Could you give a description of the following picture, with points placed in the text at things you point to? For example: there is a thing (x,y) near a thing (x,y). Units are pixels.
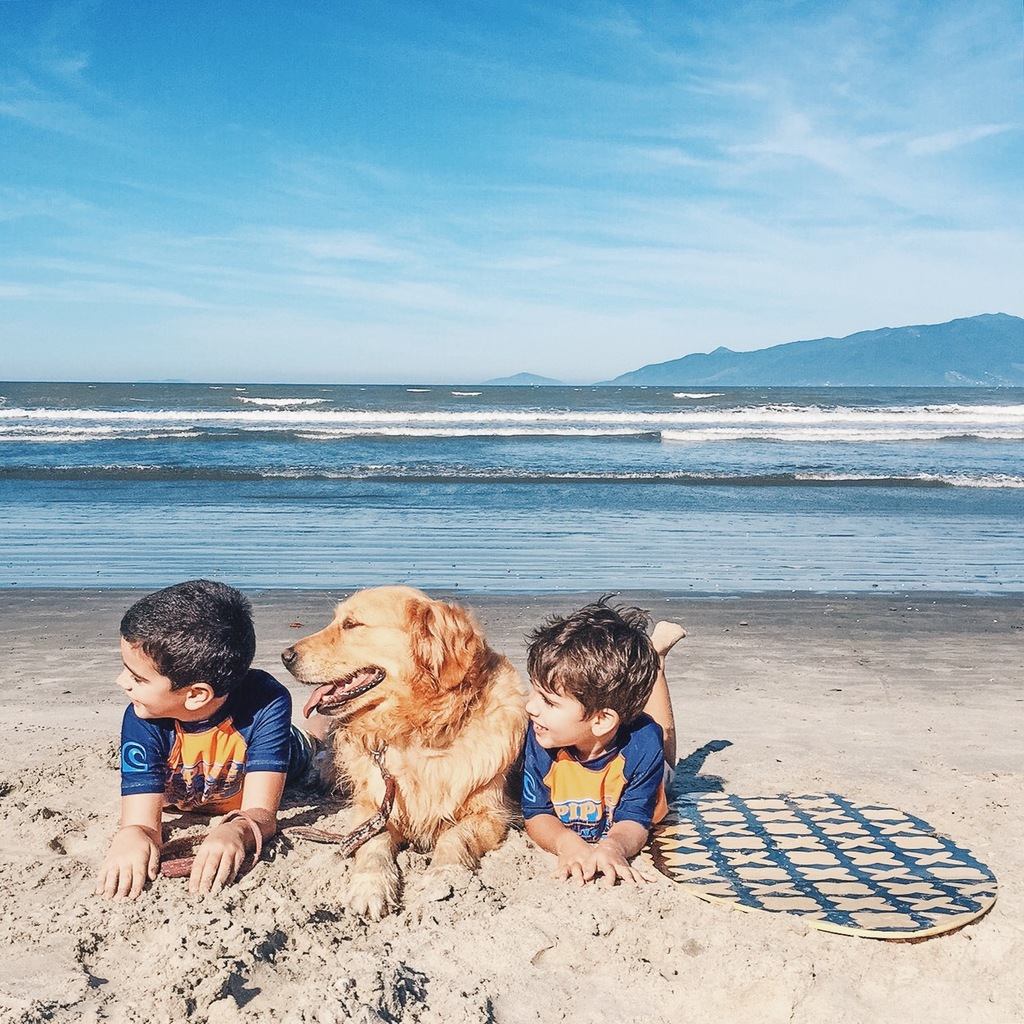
In the picture we can see two boys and a dog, two boys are wearing a blue T-shirts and laying on the sand (37,676) and we can also see a mat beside them, background (266,473) we can see a water (537,517), ocean (272,461), hills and a sky (919,194).
